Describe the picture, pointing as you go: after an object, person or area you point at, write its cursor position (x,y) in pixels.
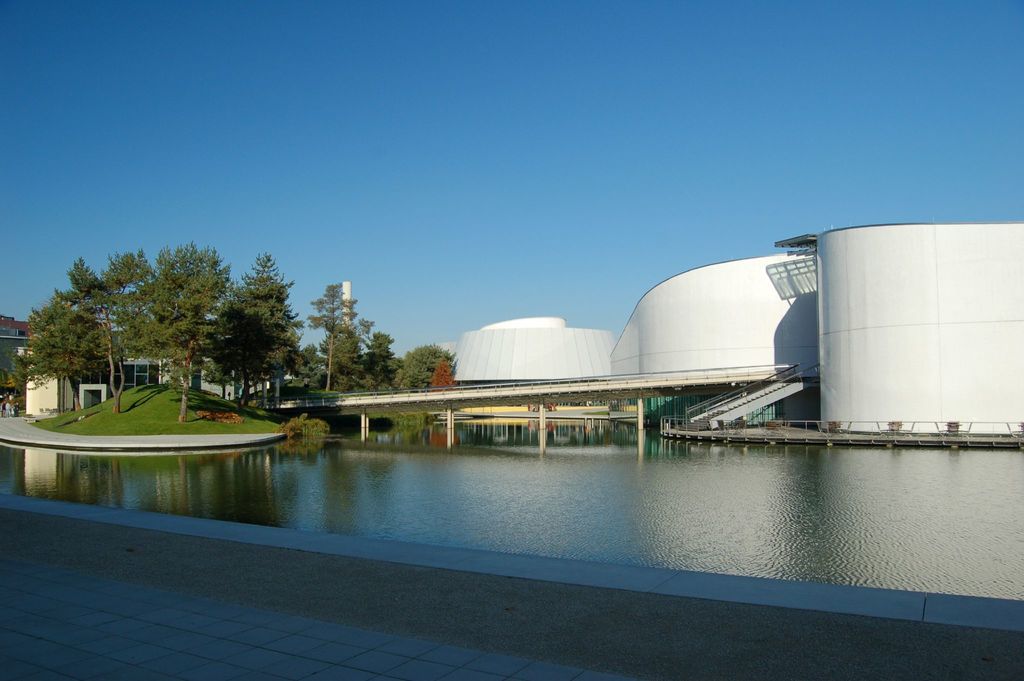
In this image we can see some buildings (847,400), trees (198,337), bridge (464,390), water (804,475) and other objects (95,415). At the top of the image (678,92) there is the sky (661,118). At the bottom of the image (404,643) there is the floor (256,629).
